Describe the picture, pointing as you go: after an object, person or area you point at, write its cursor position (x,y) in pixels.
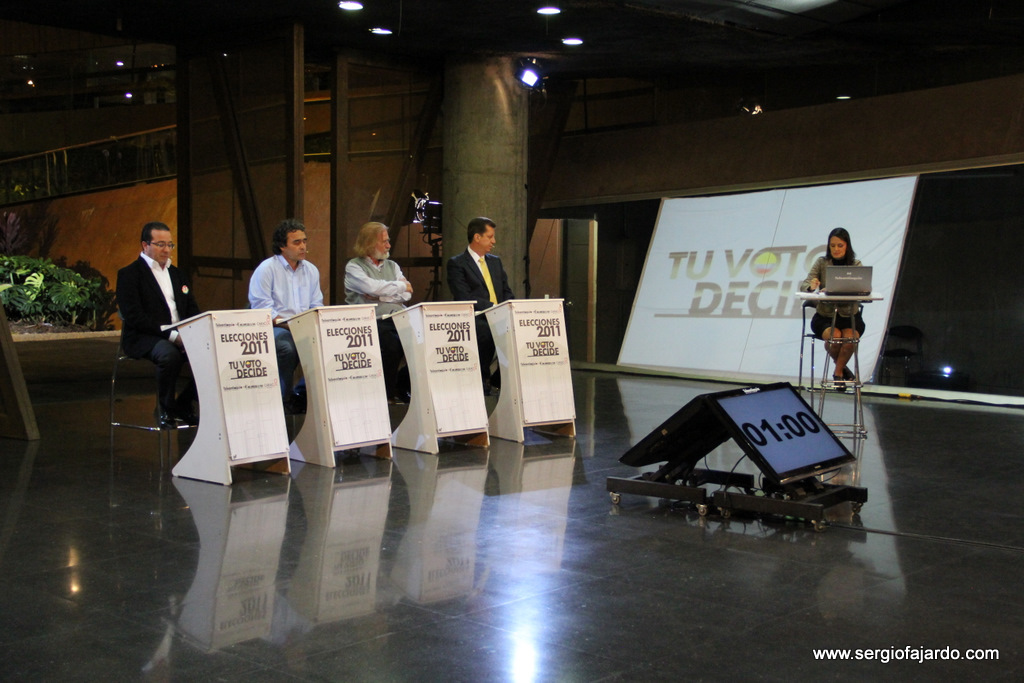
In this picture we can see four men (468,299) sitting on chairs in front of podiums (333,309), we can see a monitor (759,389) here, on the right side (835,261) there is a woman (825,272) sitting on a chair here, there is a laptop (840,282) here, on the left side (59,300) we can see a plant (90,320), there are some lights (349,8) at the top of the picture (386,29).
